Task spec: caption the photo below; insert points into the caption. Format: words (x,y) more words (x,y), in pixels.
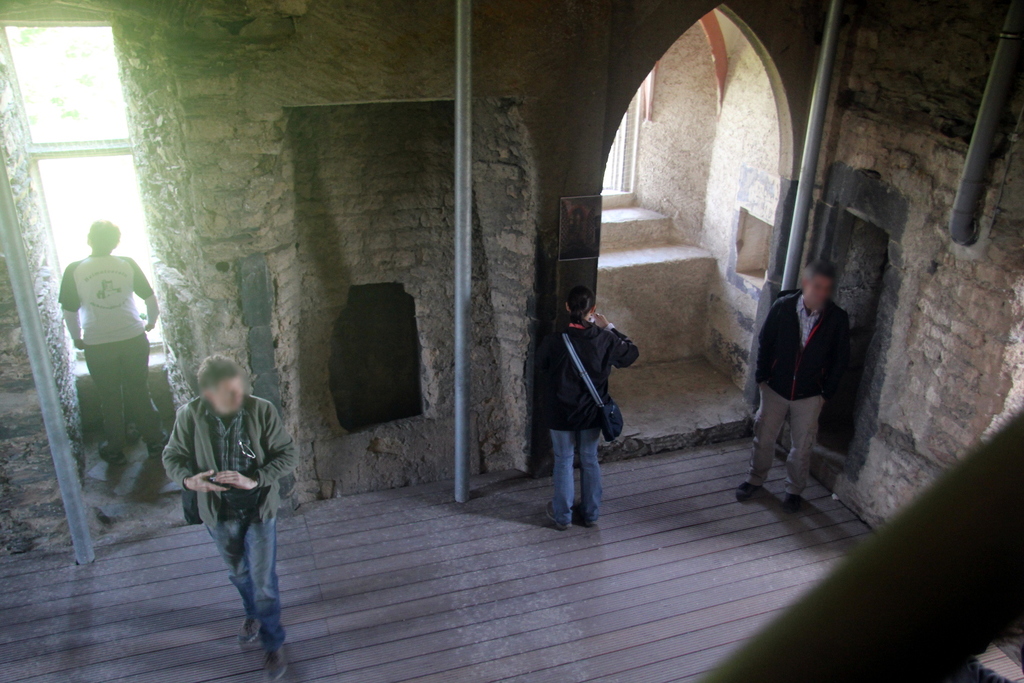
Here, we see four people (242,464) standing in a room (669,499). Woman (577,392) in black jacket (572,366) is wearing black bag (610,424). She is holding camera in her hand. Man (231,376) on the left bottom of the picture (221,497) is holding black phone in his hand (231,481). Behind them, we see a wall (394,154) which is made of rocks (937,352). In the middle of the picture (602,246), we see staircase (620,219) and window (623,164). I think this might be a fort (513,496).
